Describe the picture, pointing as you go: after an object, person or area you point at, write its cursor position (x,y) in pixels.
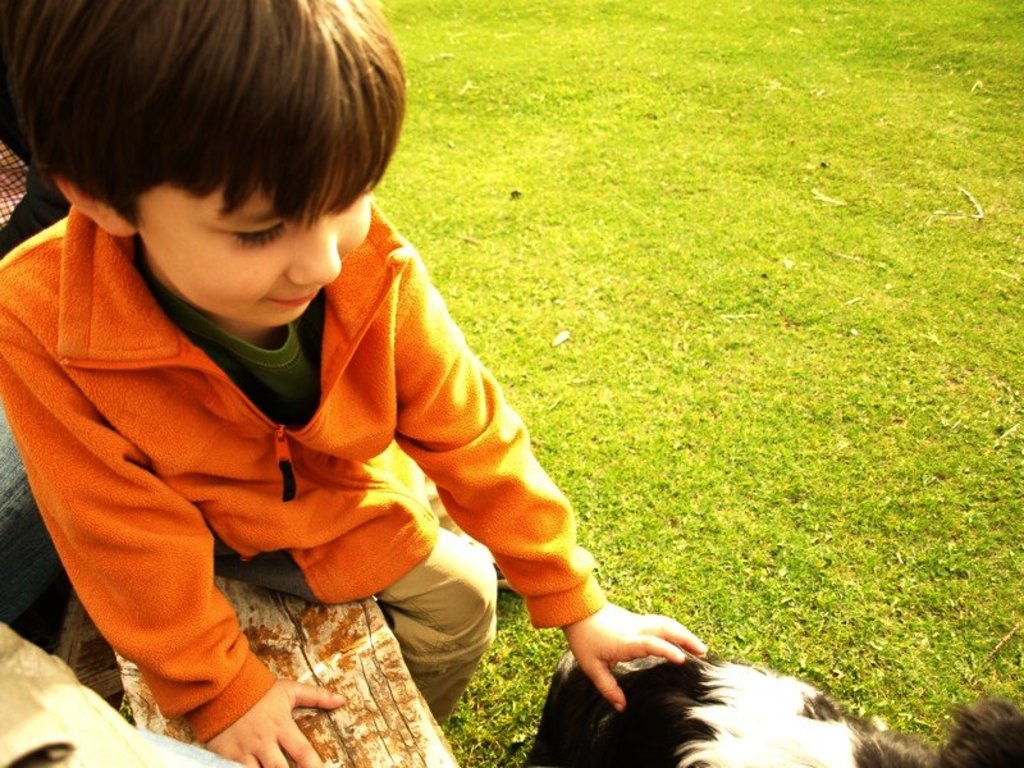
This kid (379,394) wore orange jacket (332,403). Grass (566,363) is in green color. Beside this kid (276,315) there is a animal (711,724).
